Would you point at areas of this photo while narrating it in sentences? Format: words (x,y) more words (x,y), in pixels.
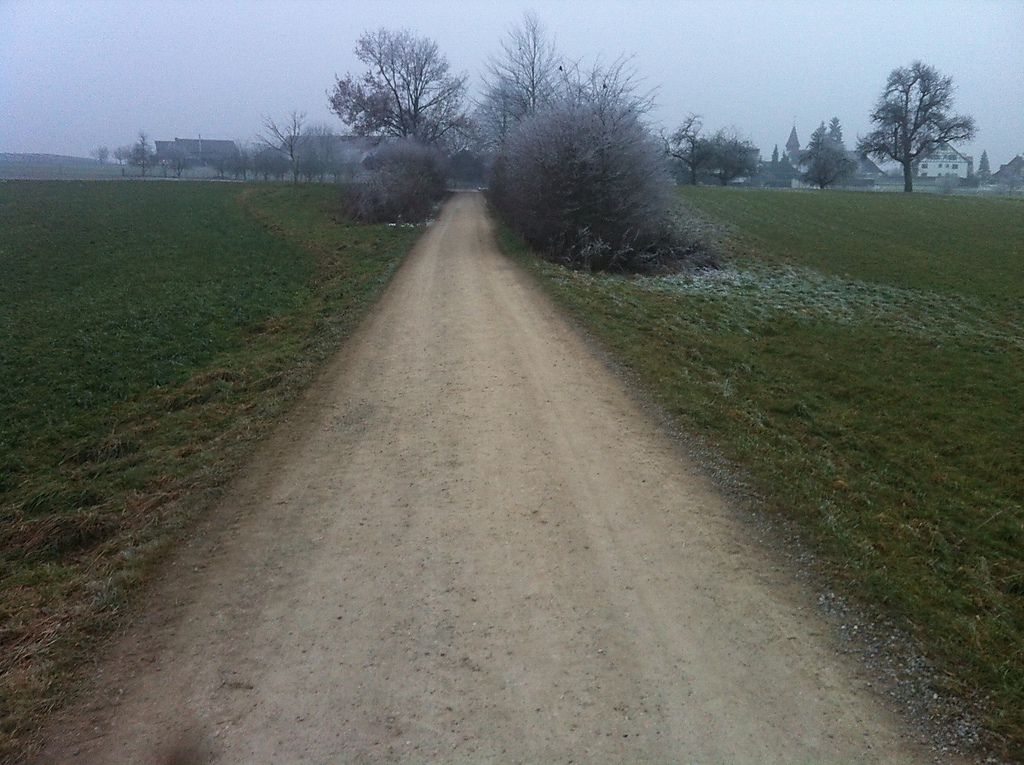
This image consists of grass (393,248), plants (619,261), trees (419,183), buildings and the sky (685,73). This image is taken may be near the farms (976,418).
